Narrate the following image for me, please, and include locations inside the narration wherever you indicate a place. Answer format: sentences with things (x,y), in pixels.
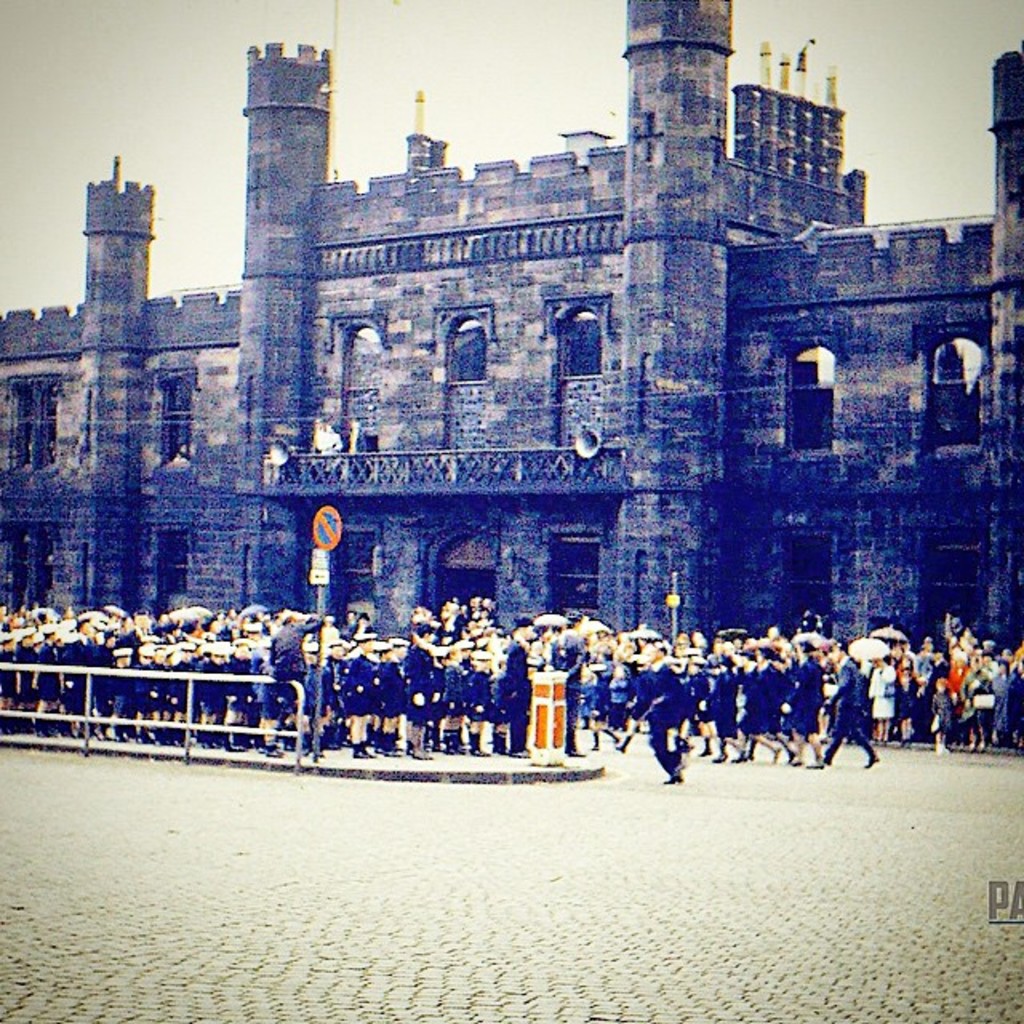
In this image there is a fort (429,355) in the background (504,265). In front of the fort (665,539) there are so many people (530,654) standing on the floor (801,745), while some people (771,707) are walking on it. On the left side (88,703) there is a fence (205,727). There is a board (326,584) on the footpath (429,769). At the top (472,73) there is the sky (512,49).
